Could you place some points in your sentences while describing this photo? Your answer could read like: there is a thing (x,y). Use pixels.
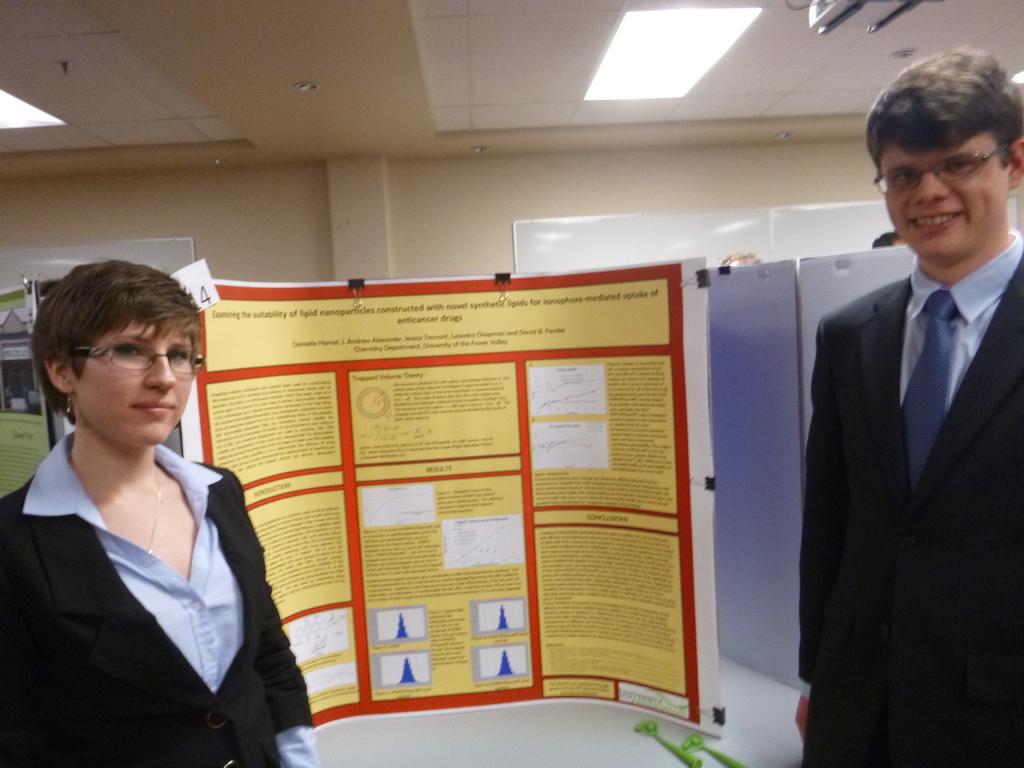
In the image we can see there are people (188,583) standing and behind them there is a banner sheet (478,465) kept on the table (594,717).
